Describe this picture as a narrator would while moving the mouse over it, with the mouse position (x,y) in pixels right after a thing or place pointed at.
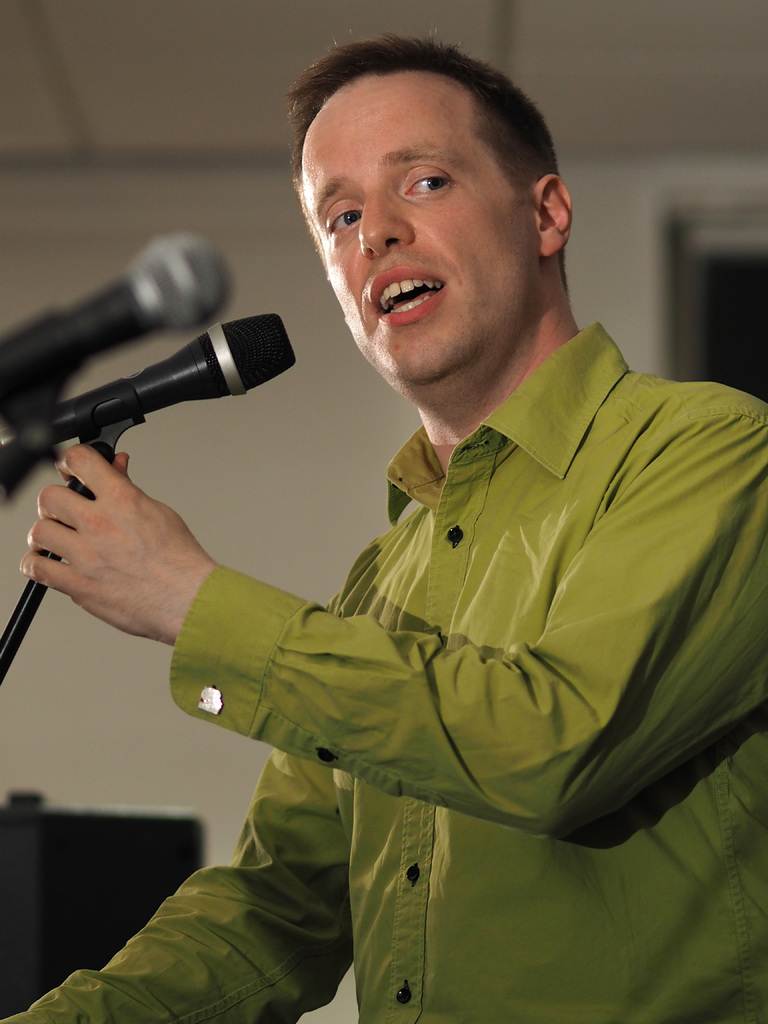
In the center of the image (435,596) we can see a man (387,567) standing at the mics (10,479). In the background (245,197) we can see wall (98,245) and door (747,332).
